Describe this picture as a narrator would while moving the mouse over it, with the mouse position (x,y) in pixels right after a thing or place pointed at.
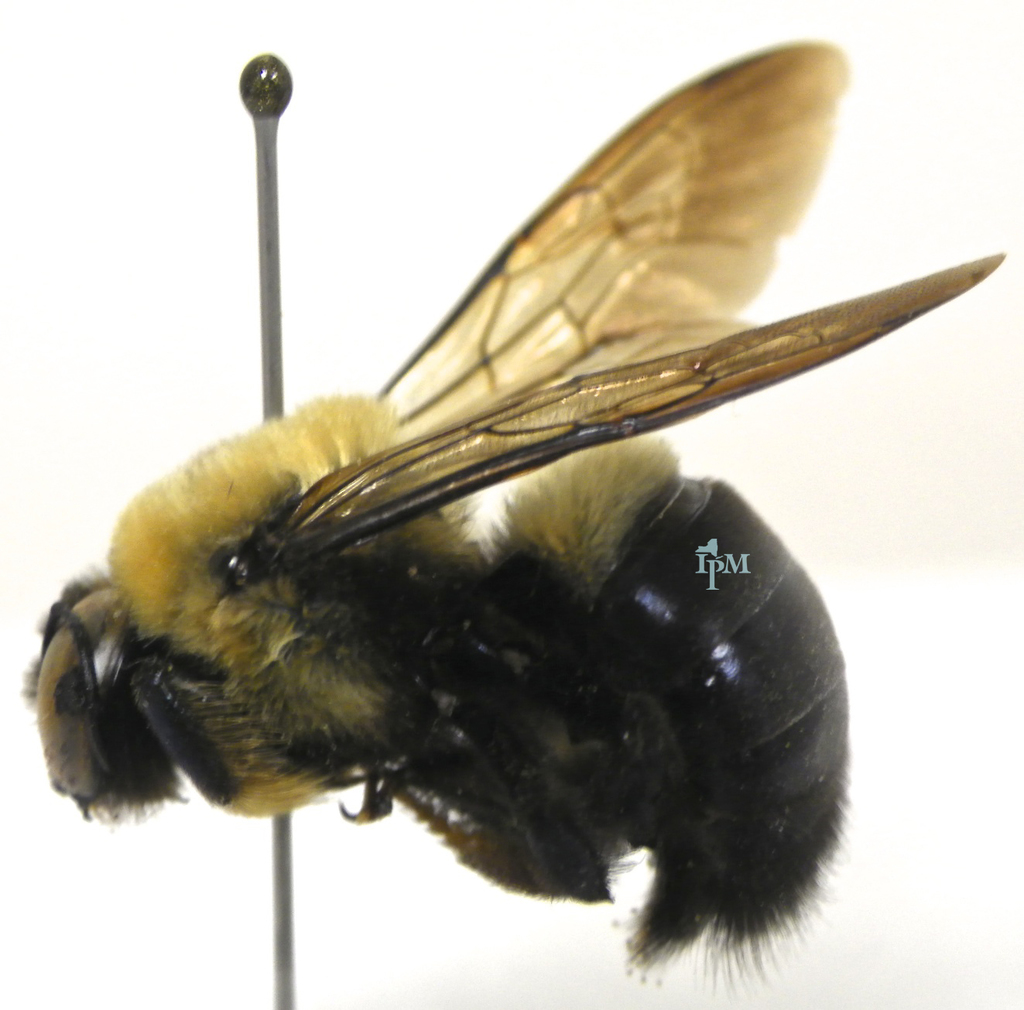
This picture consists of a bee (55,740) in the center of the image (393,443).
